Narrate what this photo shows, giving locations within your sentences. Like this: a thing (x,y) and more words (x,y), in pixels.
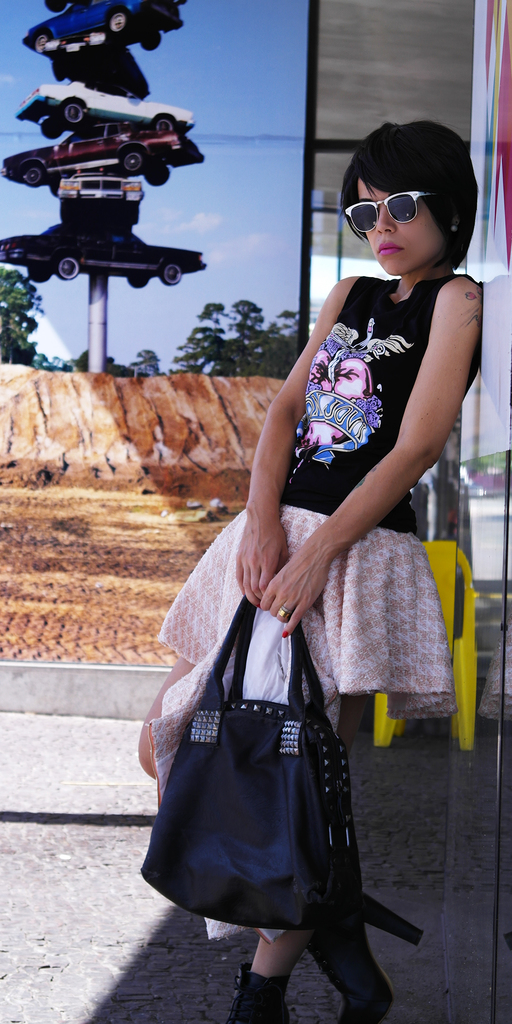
This woman (381,222) is highlighted in this picture. This woman (384,476) wore black top (337,422), goggles (399,204) and holding a bag (252,748). On pole (93,273) there are cars (106,195). Far there are number of trees (21,328). This is a poster (157,334) on wall (343,97).
